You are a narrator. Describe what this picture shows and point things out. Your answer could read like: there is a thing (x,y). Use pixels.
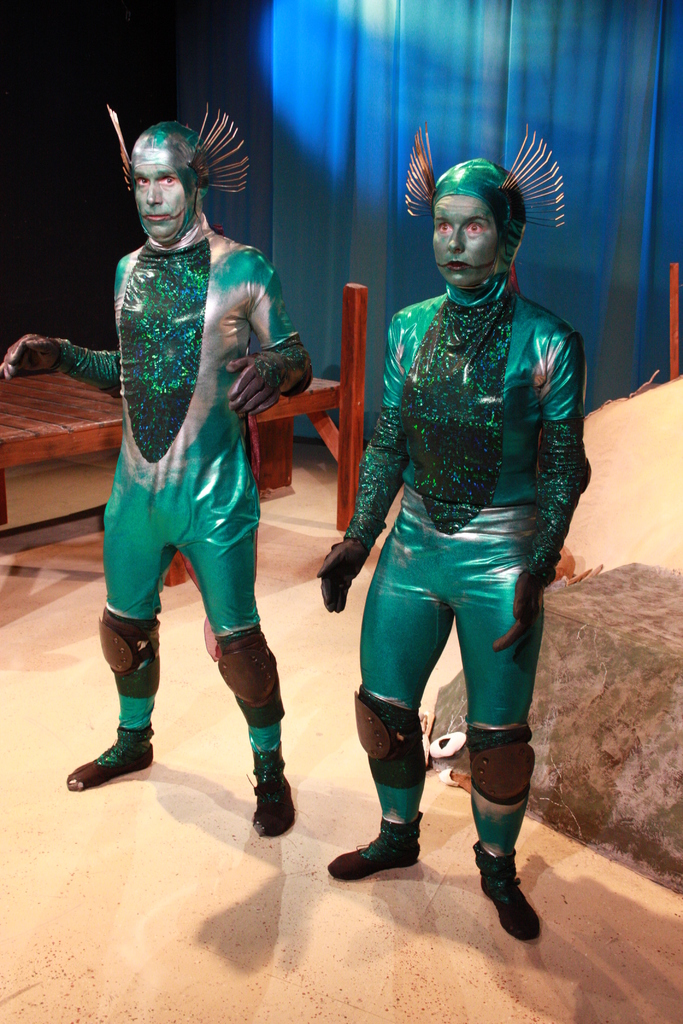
In this image I can see there are two persons (111,366) wearing a colorful design dress (224,450) and wearing a mask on their faces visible on the floor (243,854) and back side of them I can see wooden cot (26,413) and in the middle I can see blue color curtain (384,107).
